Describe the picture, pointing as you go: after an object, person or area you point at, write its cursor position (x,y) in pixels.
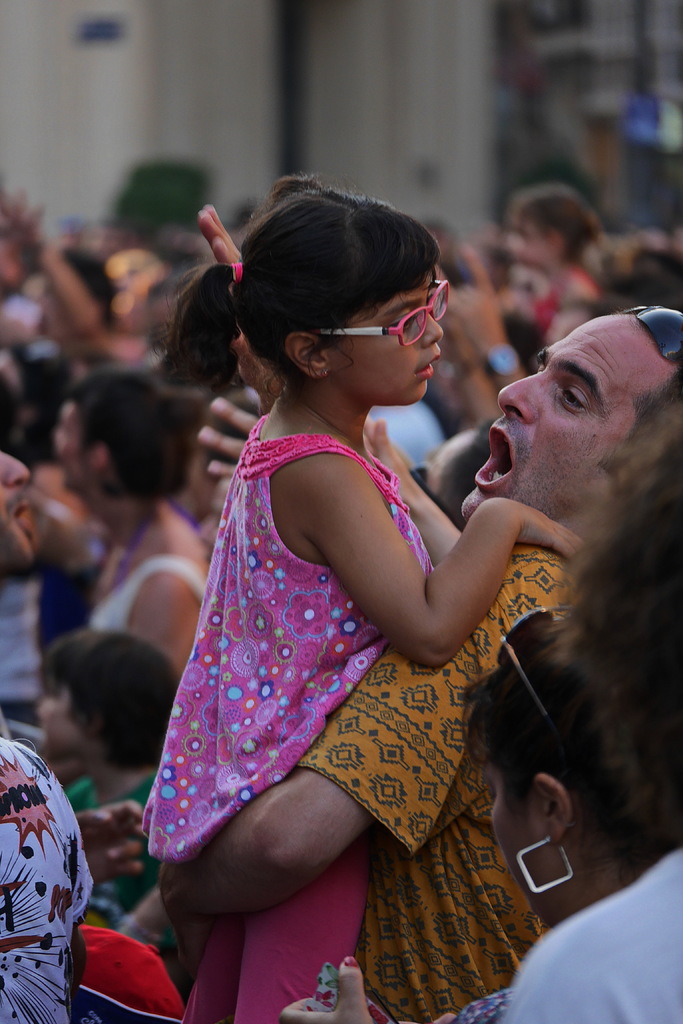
Here in this picture, in the front (360,233) we can see a person (412,679) holding a child (295,742) in his arms (290,777) and shouting something and we can see the child (372,406) is wearing spectacles (420,334) and beside him on either side we can see other number of people (148,473) and children (110,980) standing on the ground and everyone is in blurry manner.
